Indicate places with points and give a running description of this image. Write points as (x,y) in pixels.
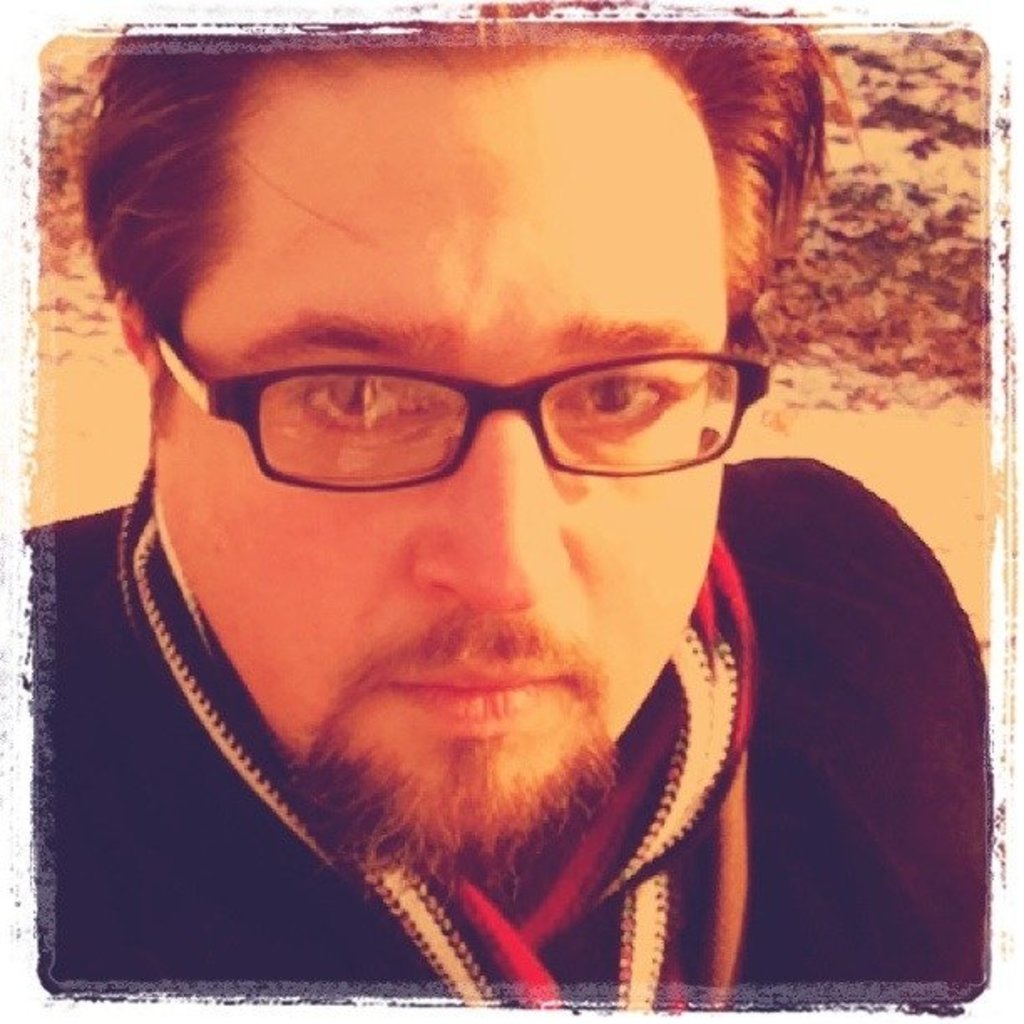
In this image there is a man (533,555) wearing spectacles (527,397).
